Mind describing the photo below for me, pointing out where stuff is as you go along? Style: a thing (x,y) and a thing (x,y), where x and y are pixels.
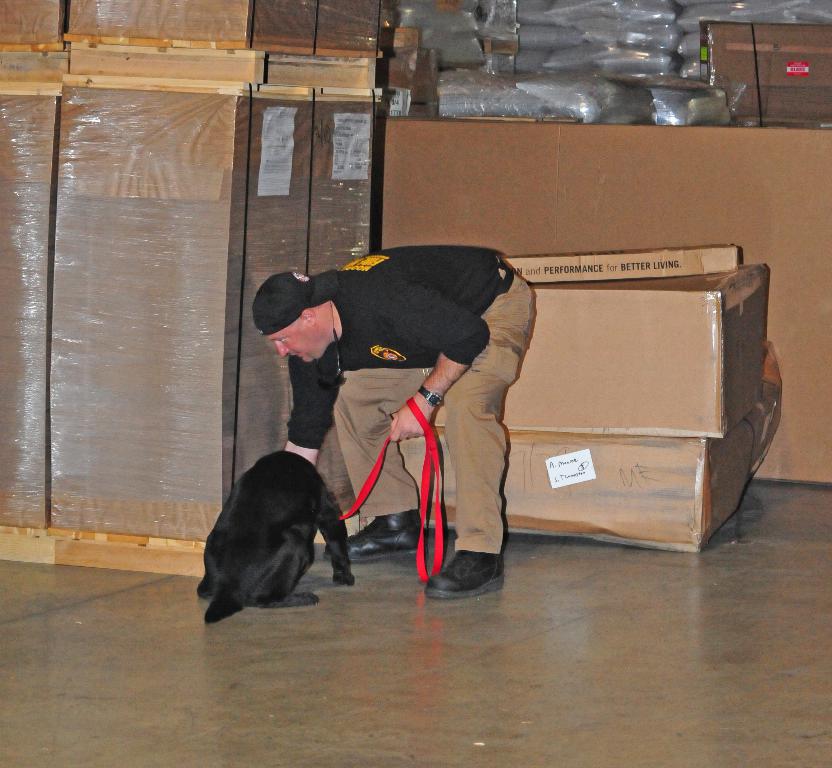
In this image I can see a person (401,333) wearing black and brown colored dress (414,298) is standing and holding a red colored belt (428,444) in his hand (414,431) which is tied to the dog (289,516) which is black in color. In the background (223,483) I can see few cardboard boxes (517,419) which are brown in color, few plastic covers (580,60) and few wooden boxes (248,69).
